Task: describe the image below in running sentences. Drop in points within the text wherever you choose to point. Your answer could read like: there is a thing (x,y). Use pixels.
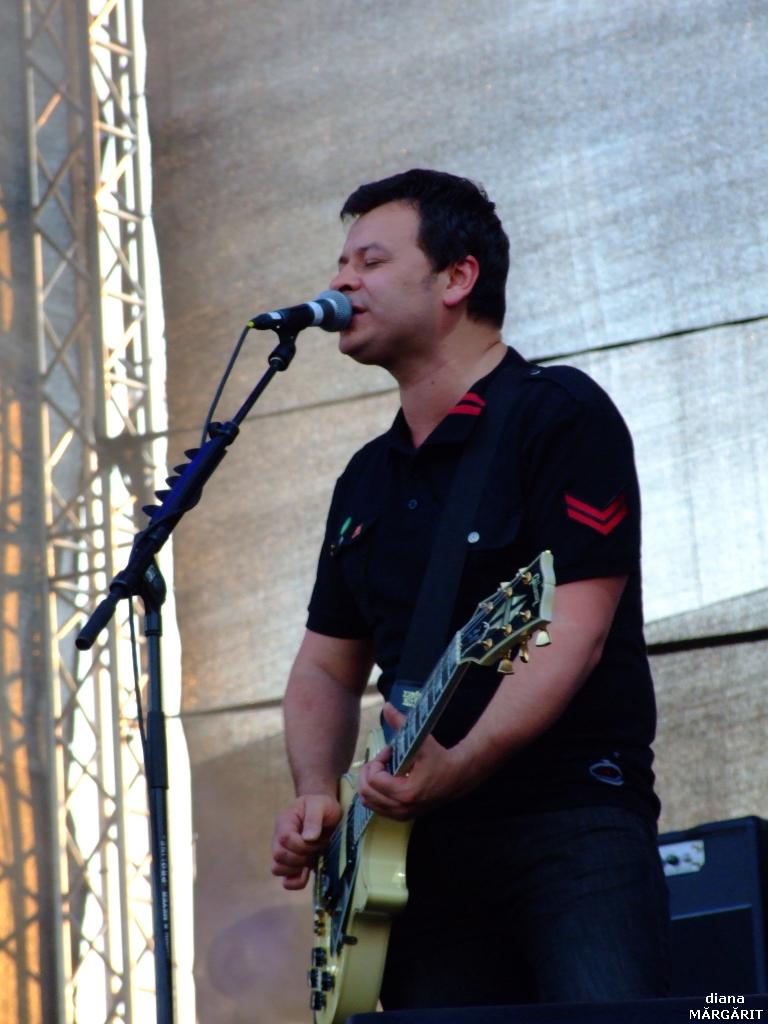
In this image a person (585,589) is standing and playing guitar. At left side (159,956) there is a mike stand (168,972). A water mark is at the right bottom (700,1019). Metal rods (130,62) are at the left side of the image (62,971).
